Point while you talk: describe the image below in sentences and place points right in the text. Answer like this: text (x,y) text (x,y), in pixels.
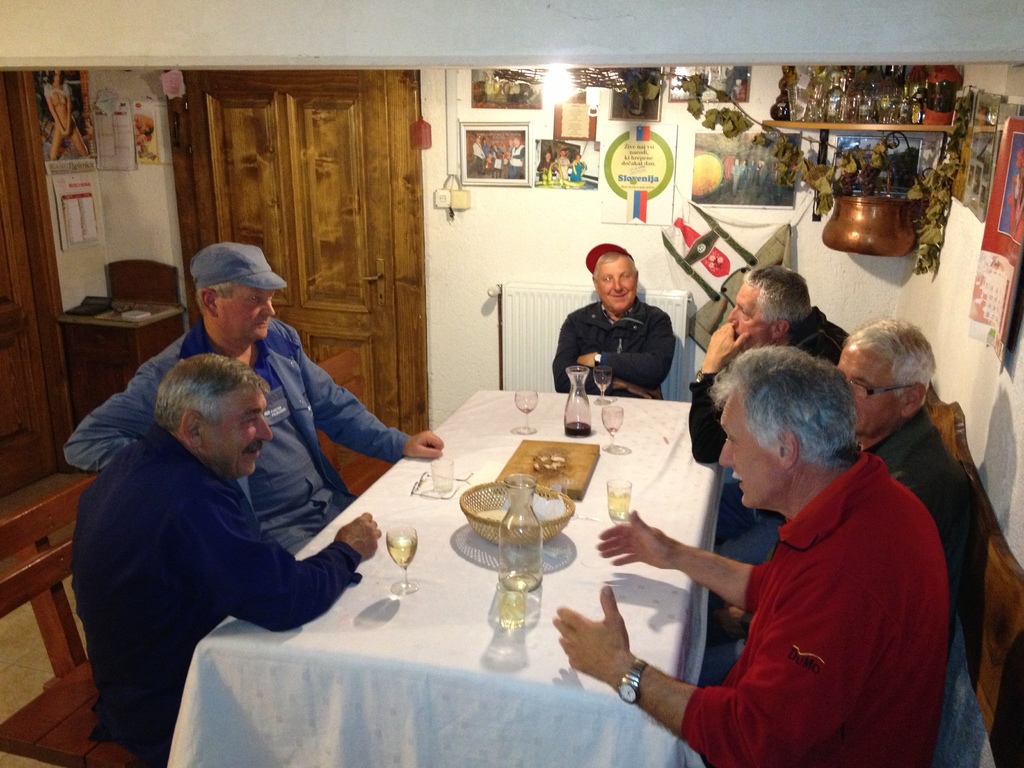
In this picture there are group of men (368,450) who are sitting on the chair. There is a bottle (501,548), glass (518,608), wooden plank (573,467) and a cloth (492,586) on the table (473,579). There is a picture (507,159), frames (501,172) on the wall (572,192). There is a shelf (825,127) and few bottles (937,109) on it. There is a calendar (993,268). There is a flower pot (873,208). There is a desk (110,329) and few objects (123,309) on it.
